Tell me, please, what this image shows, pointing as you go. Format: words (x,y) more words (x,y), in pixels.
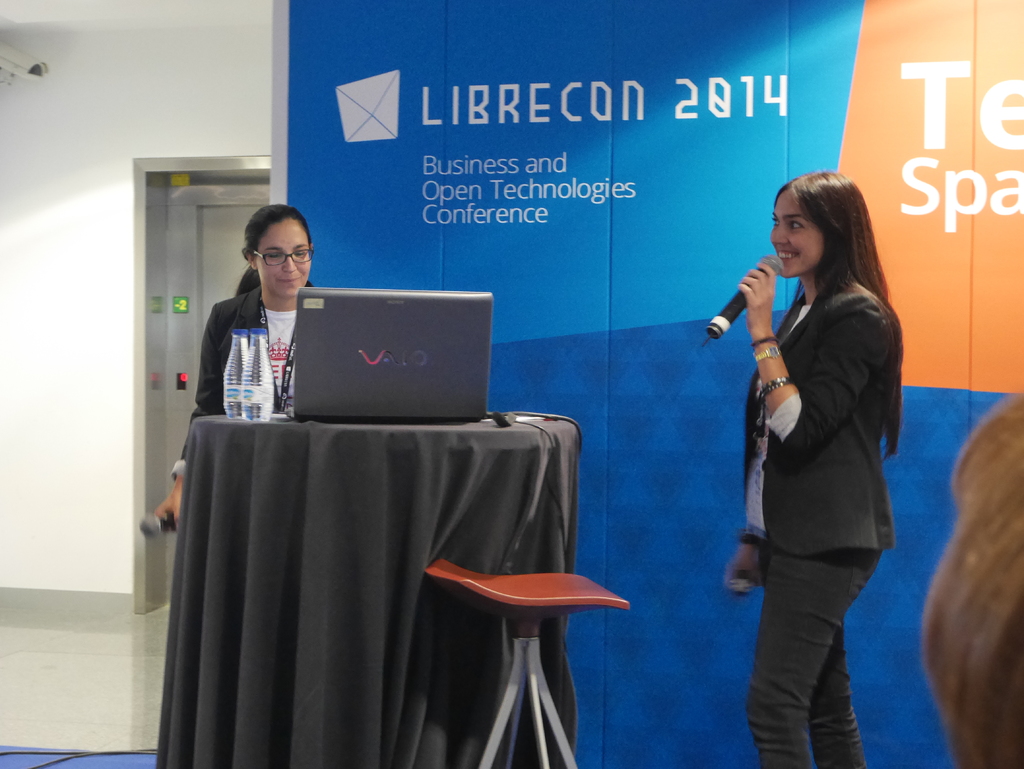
In this image we can see a person (814,339) speaking into a microphone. We can see a person (260,323) holding a microphone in the image. We can see a laptop (328,370) and few other objects (265,379) placed on the table (360,426). There is an advertising board (684,145) and some text (529,174) printed on it at the right side of the image (706,57). There is a lift (182,255) at the left side of the image (183,258). We can see a camera (14,67) at the top of the image (18,66).
